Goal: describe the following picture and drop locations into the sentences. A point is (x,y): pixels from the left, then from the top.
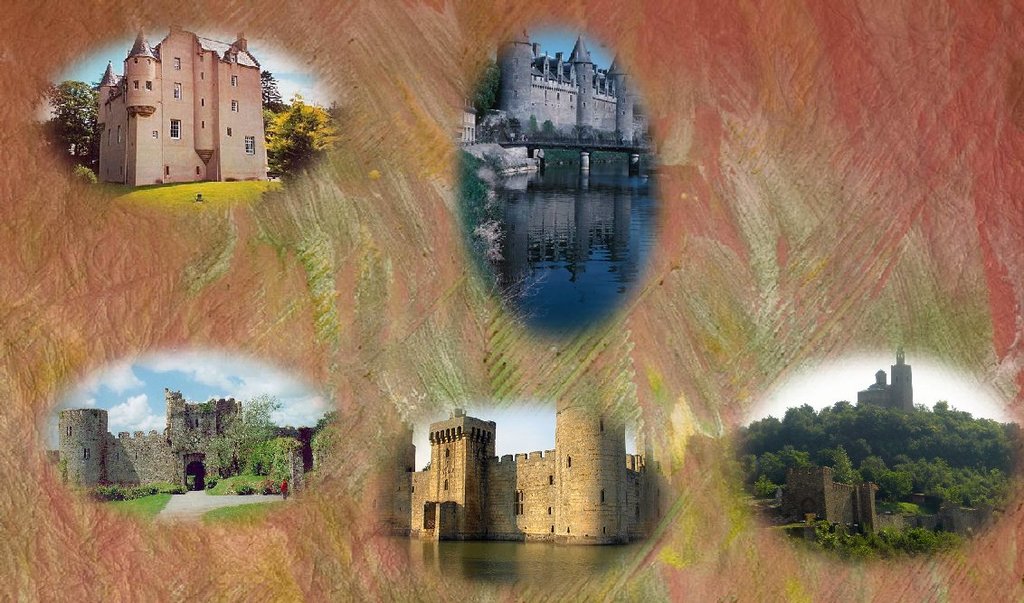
In this picture we can see a few buildings (300,459), trees (271,415), forests (888,546) and water (538,267).
